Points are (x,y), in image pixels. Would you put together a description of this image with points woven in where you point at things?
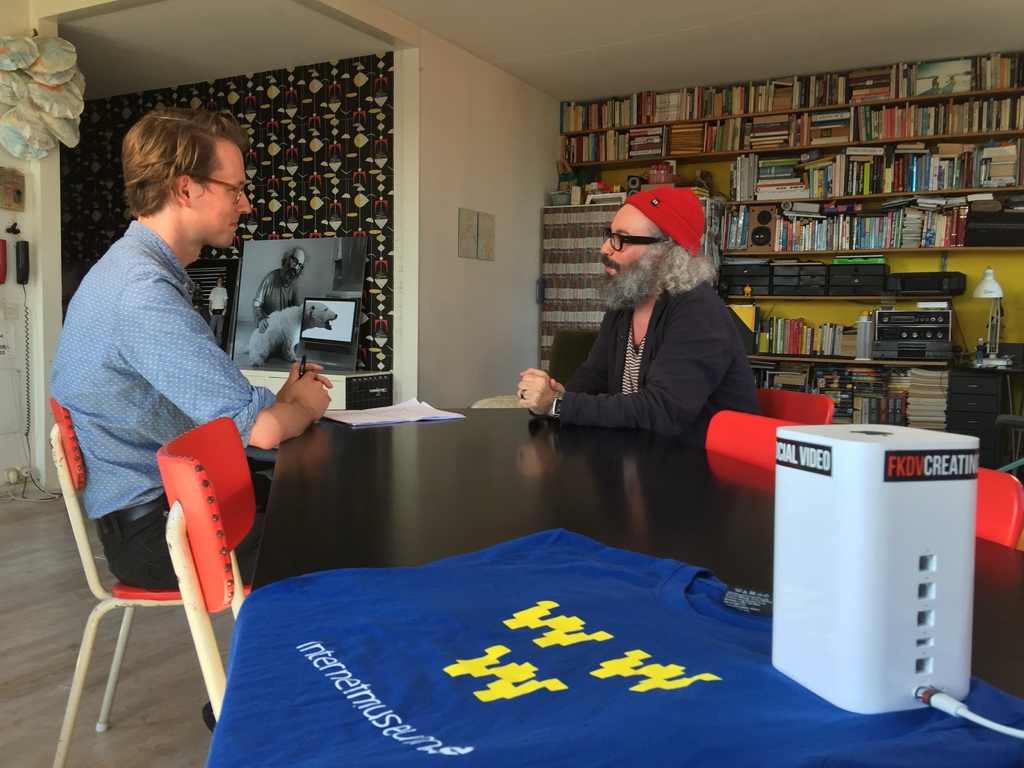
There are 2 people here sitting on the chair (240,479) at the table (481,513). On the table (408,478) there are papers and a t-Shirt (505,643). In the background (732,226) we can see number of books (801,230) in bookshelf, table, cupboard (987,400), lamp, frames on the wall (372,286).
